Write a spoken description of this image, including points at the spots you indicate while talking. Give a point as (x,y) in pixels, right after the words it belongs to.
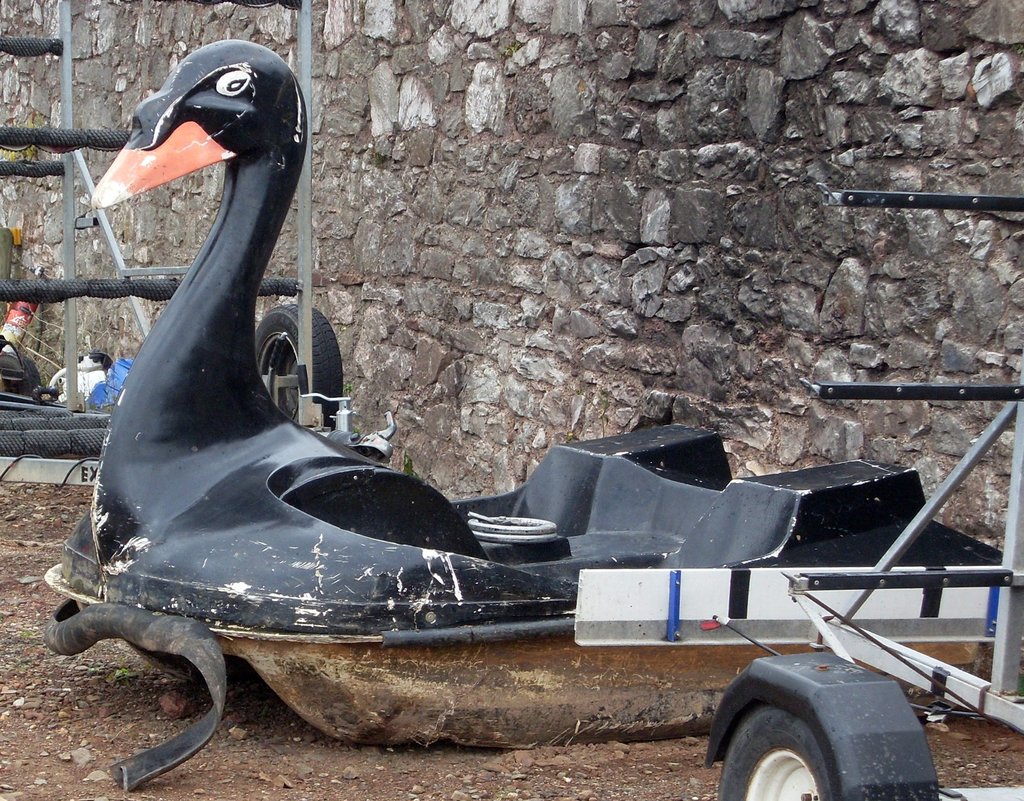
In this image we can see duck shape vehicle (719,522). Behind the vehicle (639,526) wall (575,172) is there and metal thing (15,411) is present. Right bottom of the image (804,725) tyre (801,733) is present which is attached to metal rods (983,386).
